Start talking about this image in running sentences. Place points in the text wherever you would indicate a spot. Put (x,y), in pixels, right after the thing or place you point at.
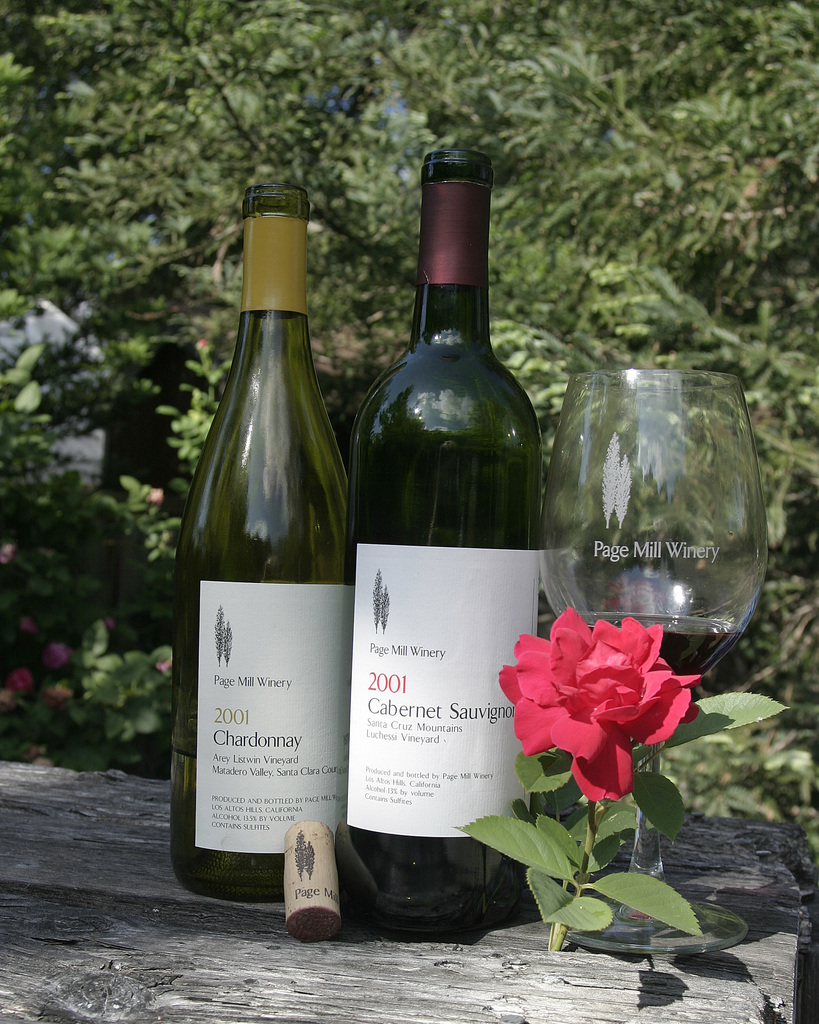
In this image I can see a wooden thing (29,994) in the front (356,961) and on it I can see two bottles (375,816), a glass (558,560), a rose flower (570,713) and a cork (332,882). On these bottles (261,552) I can see 2 labels (359,588) and on it I can see something is written. In the background (389,143) I can see number of trees (519,237) and I can also see something is written on the glass (555,586).
